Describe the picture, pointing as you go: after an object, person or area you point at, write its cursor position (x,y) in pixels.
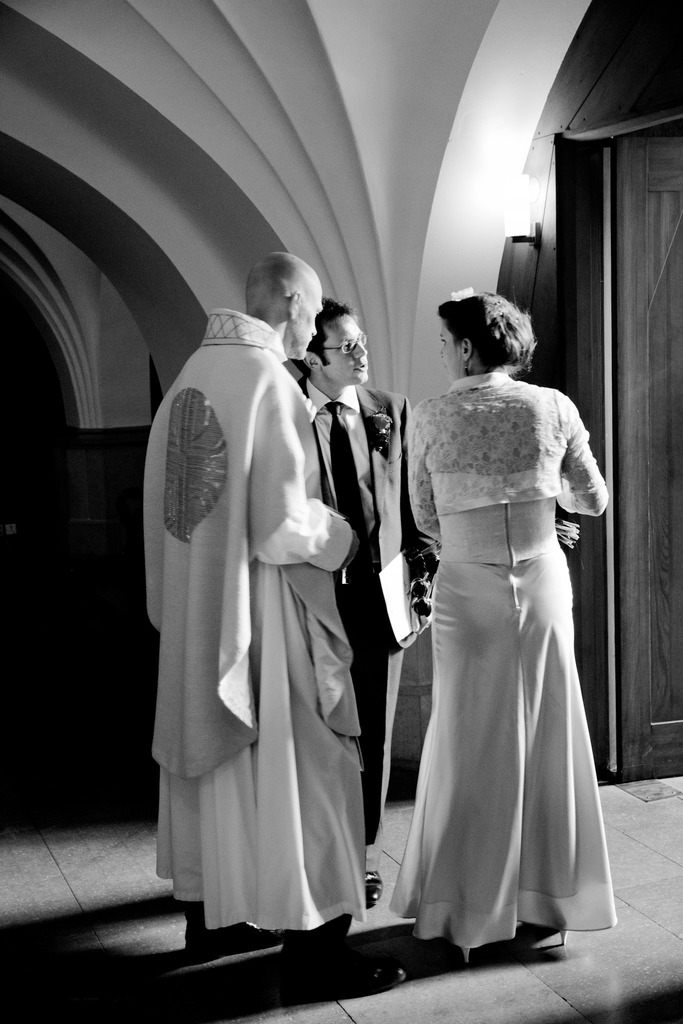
In this picture we can see a woman (458,436) and two men (287,569), the middle person (396,536) is holding a file (412,626), in front of them we can see a light (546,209) and it is a black and white photography.
